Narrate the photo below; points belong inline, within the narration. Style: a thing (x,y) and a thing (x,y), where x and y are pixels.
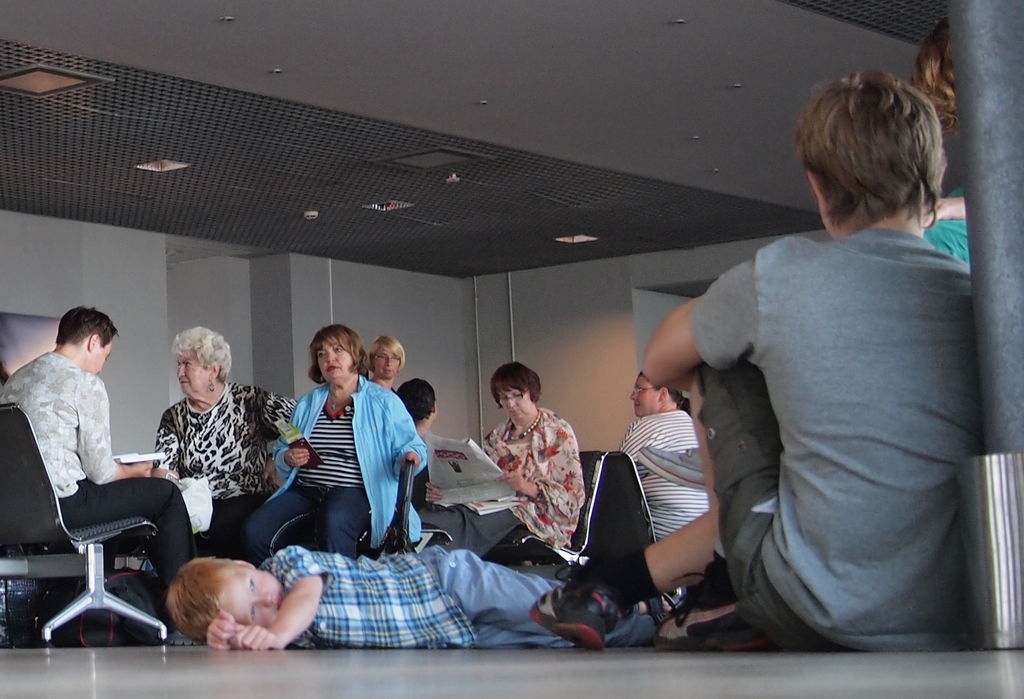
In this picture we can see some person (374,395) sitting on chair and some are sitting on floor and some are sleeping on floor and in background (185,281) we can see wall (443,295), pipe (476,329).
